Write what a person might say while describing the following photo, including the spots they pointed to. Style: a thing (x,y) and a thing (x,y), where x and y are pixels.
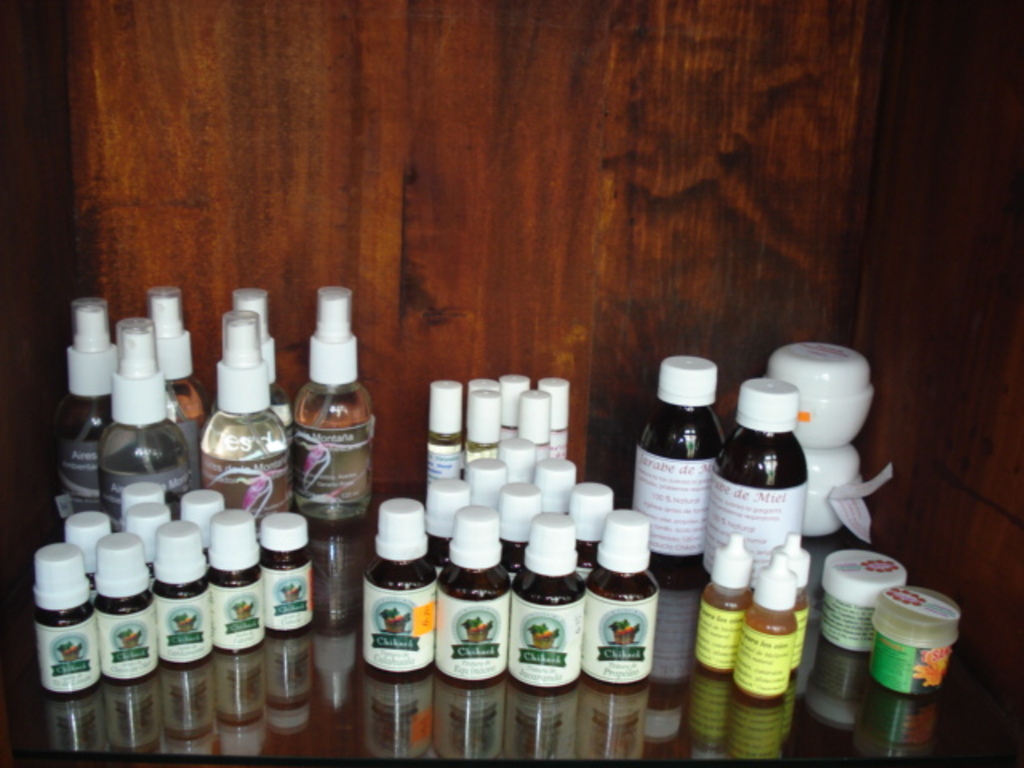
This picture is mainly highlighted with different types of bottles (56,607) on a glass table (609,732).
